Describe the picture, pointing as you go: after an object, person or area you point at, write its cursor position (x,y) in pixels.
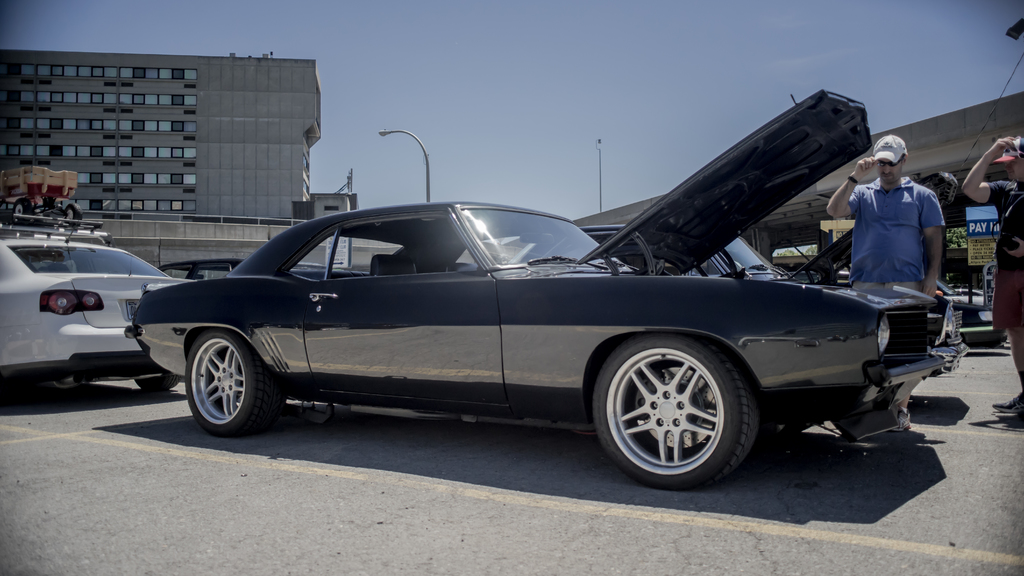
In this image we can see two persons (887,229) wearing caps (883,152), there are vehicles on the road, there is a building (194,118), windows (167,124), light poles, there is a bridge (957,213), and a board (971,244) with text (971,244) on it, also we can see the sky (588,97).
